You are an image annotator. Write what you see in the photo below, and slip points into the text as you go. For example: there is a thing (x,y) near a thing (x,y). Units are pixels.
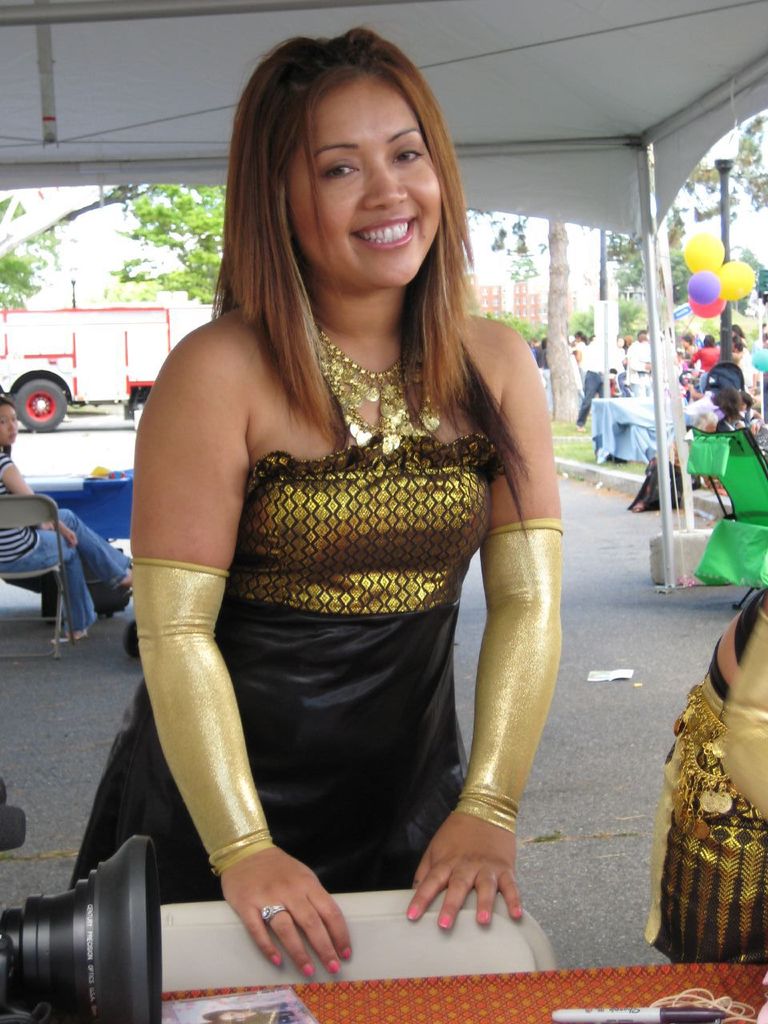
In this picture we can see a lady (341,607) with black dress (360,646). To her right hand (290,874) there is a ring (277,909). And to the left bottom (76,980) there is a camera (24,952). And to the left side (39,529) there is a girl (64,544) sitting on a chair (31,507). In the background (27,372) there is vehicle (84,363). On the top (73,93) there is a tent (150,41). And to the right corner (717,287) there are some balloons (714,301). And there is pole (725,178) and there are many people (742,397). And in the bottom (497,1000) there is a table (615,1005) and a marker (634,1014) on it.
